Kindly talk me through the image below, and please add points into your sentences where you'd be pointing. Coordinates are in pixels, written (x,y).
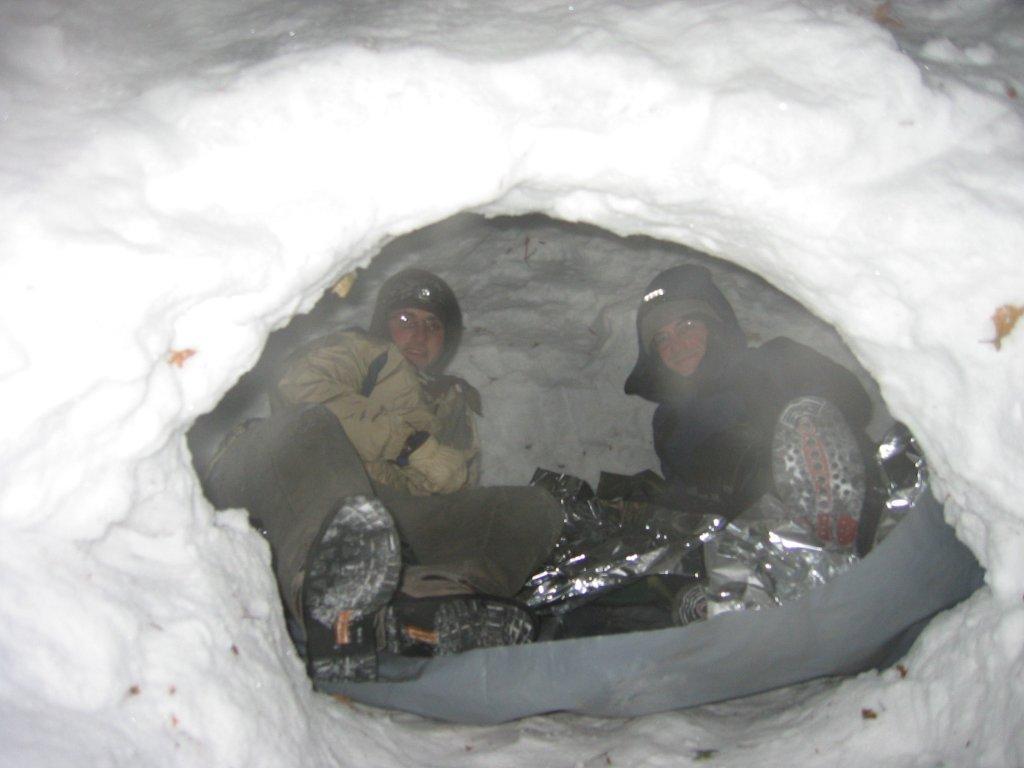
In this picture there are two men (414,378) sitting and there are few objects (603,605). We can see snow (703,156).
